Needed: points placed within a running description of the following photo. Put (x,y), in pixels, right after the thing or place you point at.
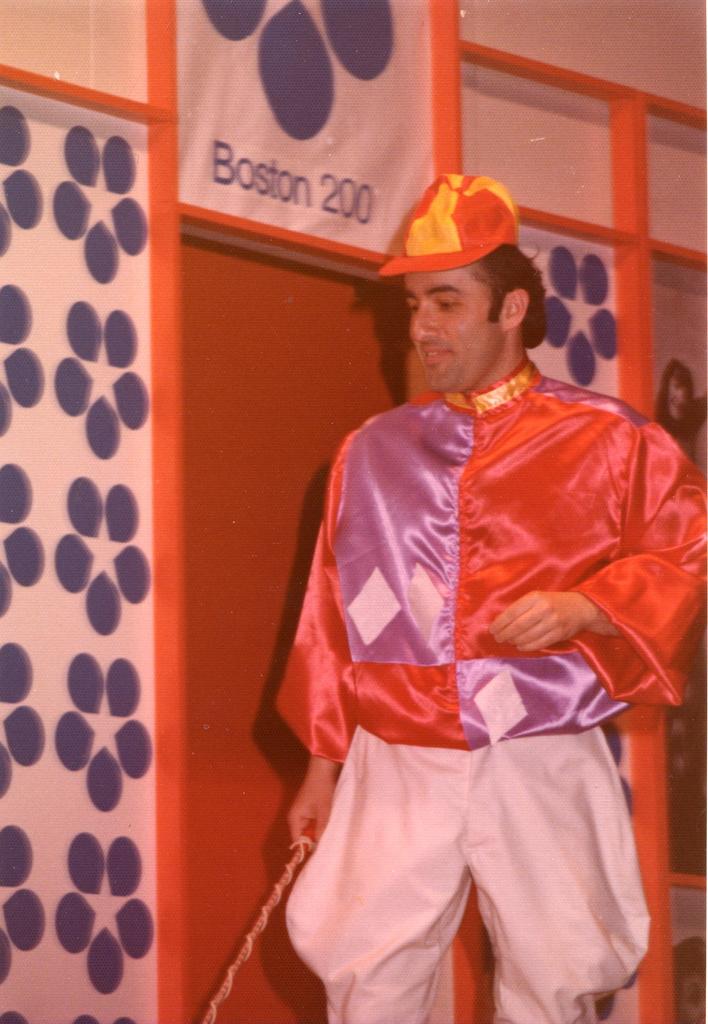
The person (455,799) wearing fancy dress (482,732) is standing and there is a door (275,465) beside him.
